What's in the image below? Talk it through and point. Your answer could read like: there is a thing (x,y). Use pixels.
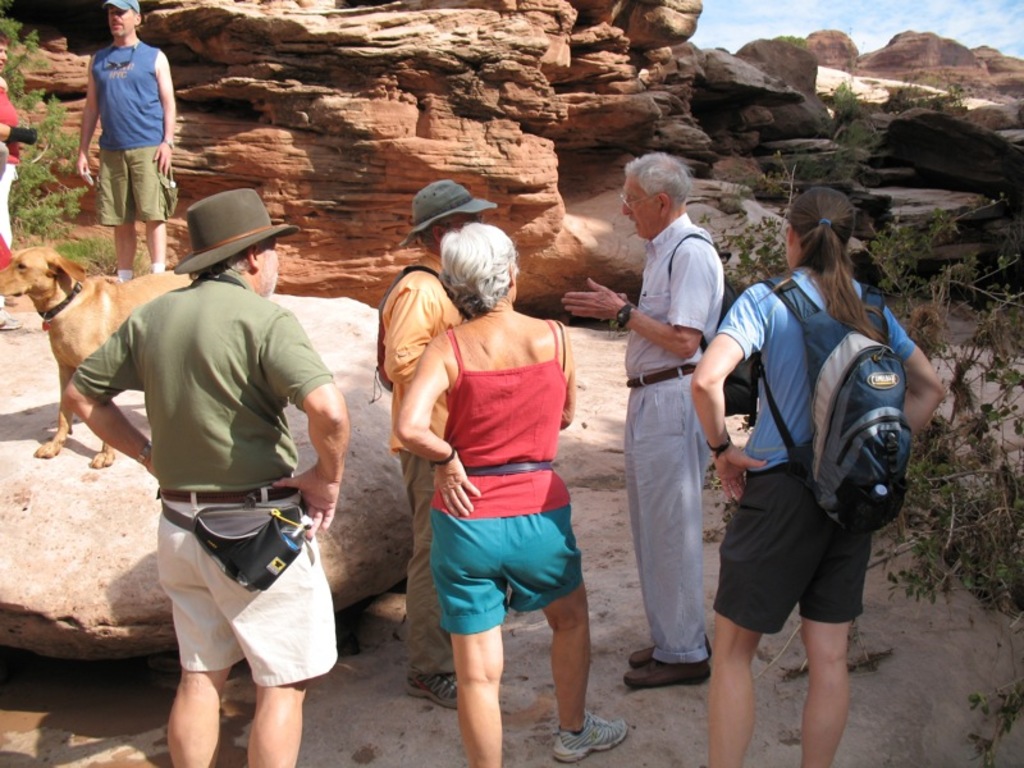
Here we can see some persons (585,677) are standing on the rock (626,647). There is a dog (103,297) and this is plant (20,101). Here we can see a stone (973,125) and this is sky (923,17).
